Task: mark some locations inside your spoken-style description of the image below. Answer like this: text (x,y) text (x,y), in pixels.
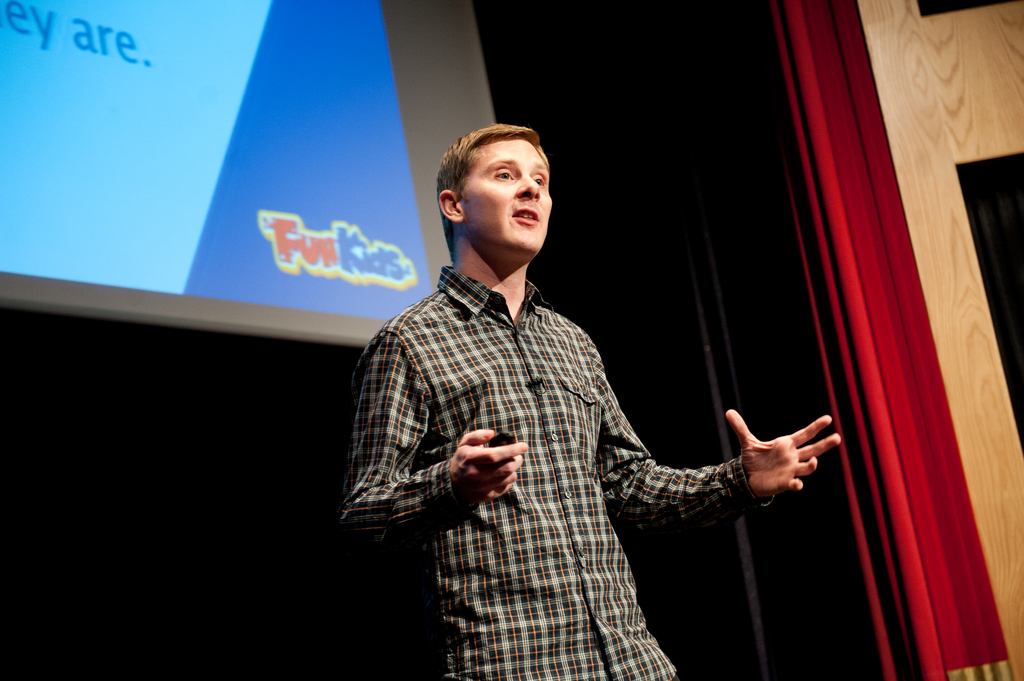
In this image a man (470,507) wearing checked shirt (537,550) is talking. He is holding something. In the background (273,193) there is a screen (201,137). Here there are curtains (852,299).
